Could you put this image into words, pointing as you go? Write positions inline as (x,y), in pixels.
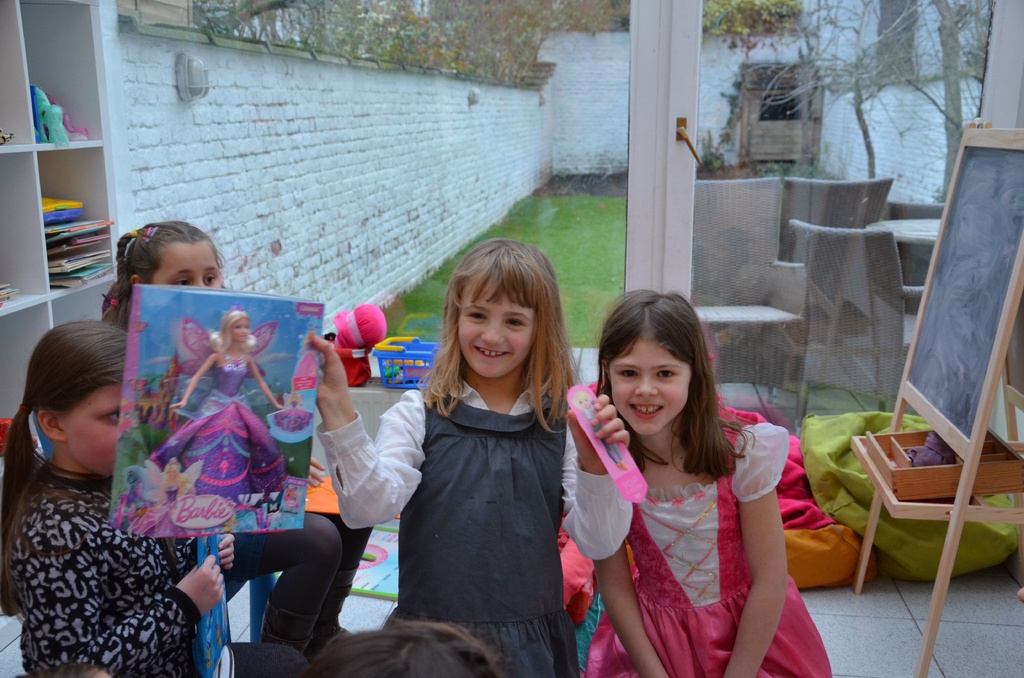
In this picture there are girls (500,597), among them there's a girl (410,423) holding a book (258,433) and an object (626,483). We can see board (951,352) with stand (965,448), clothes (917,549), objects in racks (11,47), toy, glass door (786,221) and glass (517,6), through glass (829,156) we can see grass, chairs (900,216), table (901,233), trees (943,13) and wall (359,145).
